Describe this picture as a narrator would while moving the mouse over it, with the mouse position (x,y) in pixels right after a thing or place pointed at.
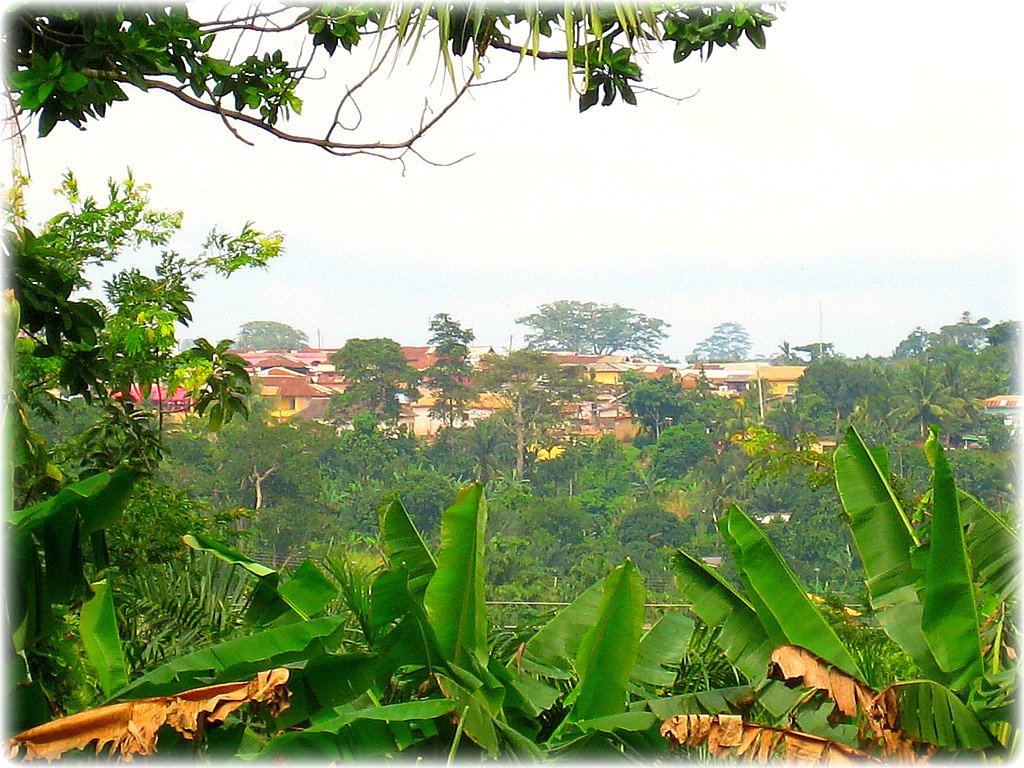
As we can see in the image there are trees (344,483) and houses (306,410) in the background (324,424). On the top (598,111) there is sky (493,64).
